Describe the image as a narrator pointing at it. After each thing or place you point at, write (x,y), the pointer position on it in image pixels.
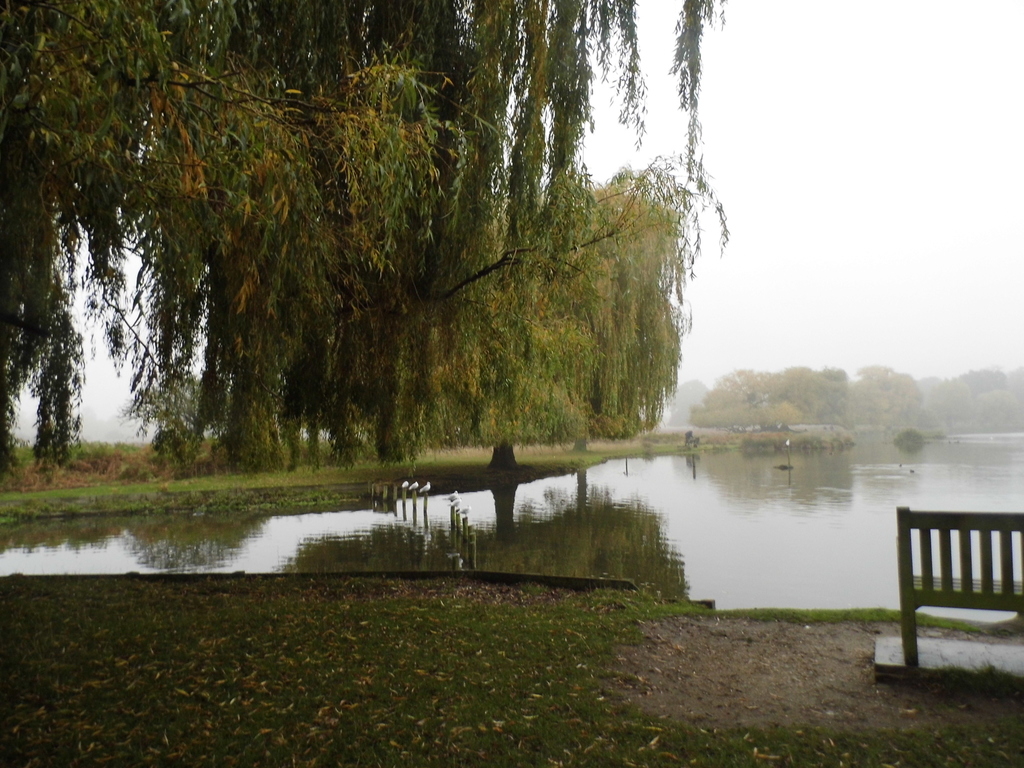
This image consists of trees (426,425). In the middle (627,489), there is water (595,570). At the bottom (410,697), there is ground (410,697). To the right (961,574), there is a bench (927,556).
